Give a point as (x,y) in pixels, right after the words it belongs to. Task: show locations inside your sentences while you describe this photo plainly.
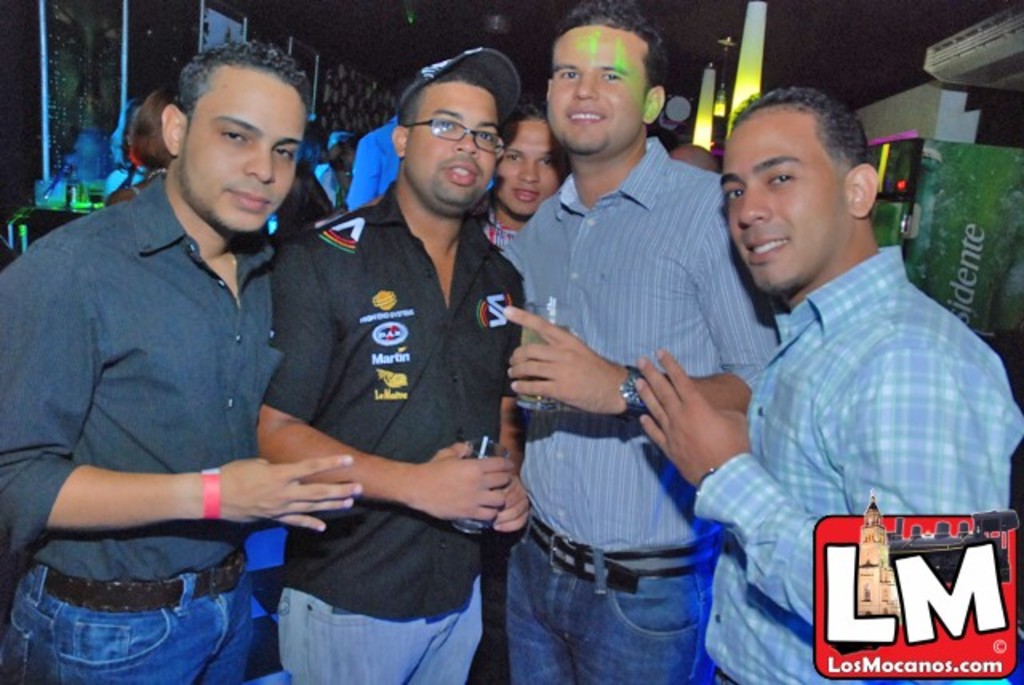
In this image, we can see some people (519,263) standing, in the background (923,276), on the right side (978,226) we can see a poster (978,226), we can see some lights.
